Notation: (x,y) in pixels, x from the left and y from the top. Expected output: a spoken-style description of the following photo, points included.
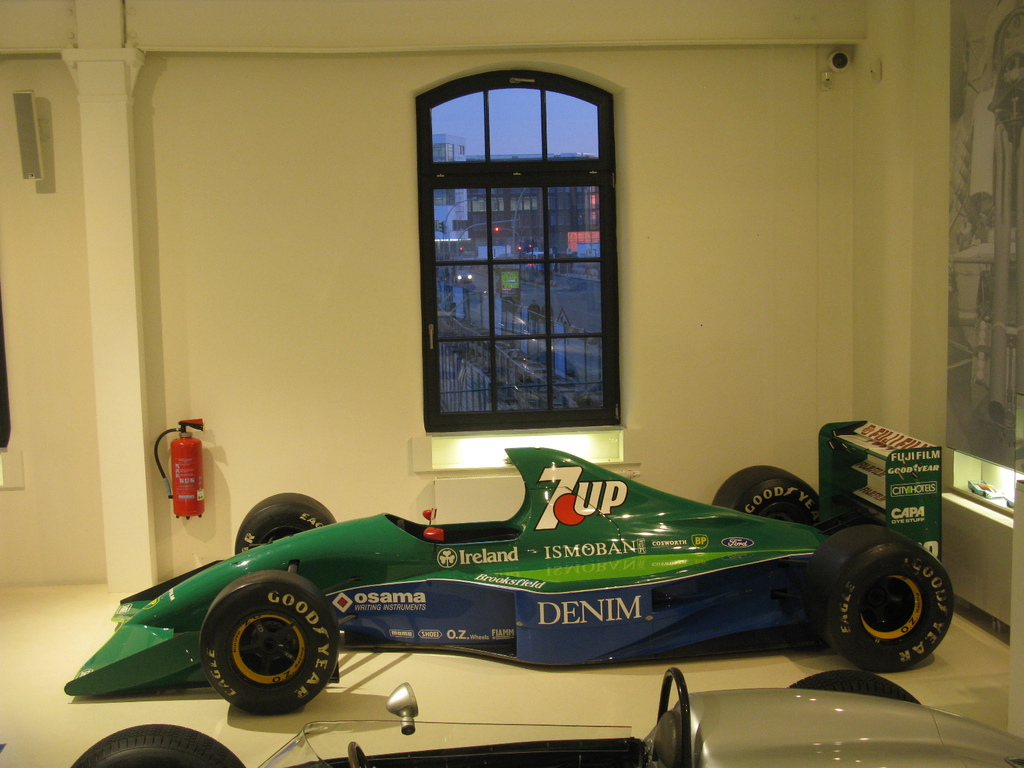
In the image there is a green formula car (334,573) inside a building (5,698) and behind it there is a window (534,255) on the wall (289,485) with a fire extinguisher cylinder (172,465) on the left side (191,495). in the front (271,761) there is another car (813,748).
